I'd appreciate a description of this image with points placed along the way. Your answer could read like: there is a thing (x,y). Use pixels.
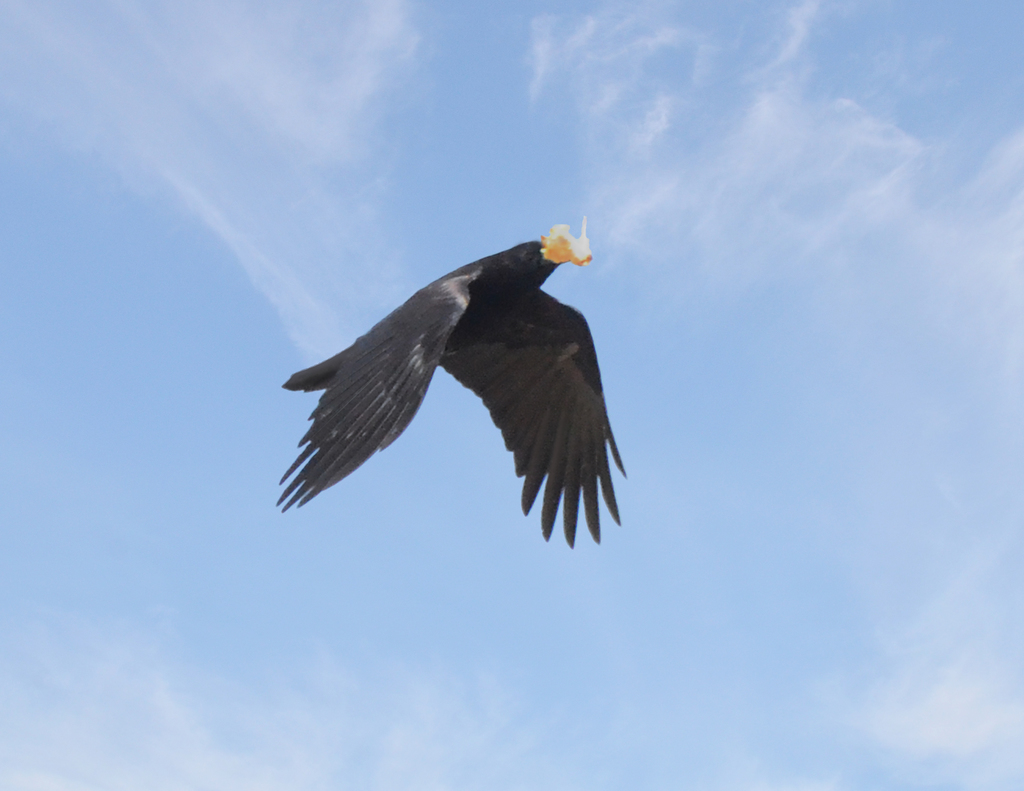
In this picture, we see a bird (464,286) in black color is flying in the sky (295,452). It is holding something with its beak (547,262). In the background (495,495), we see the sky (531,533), which is blue in color.
